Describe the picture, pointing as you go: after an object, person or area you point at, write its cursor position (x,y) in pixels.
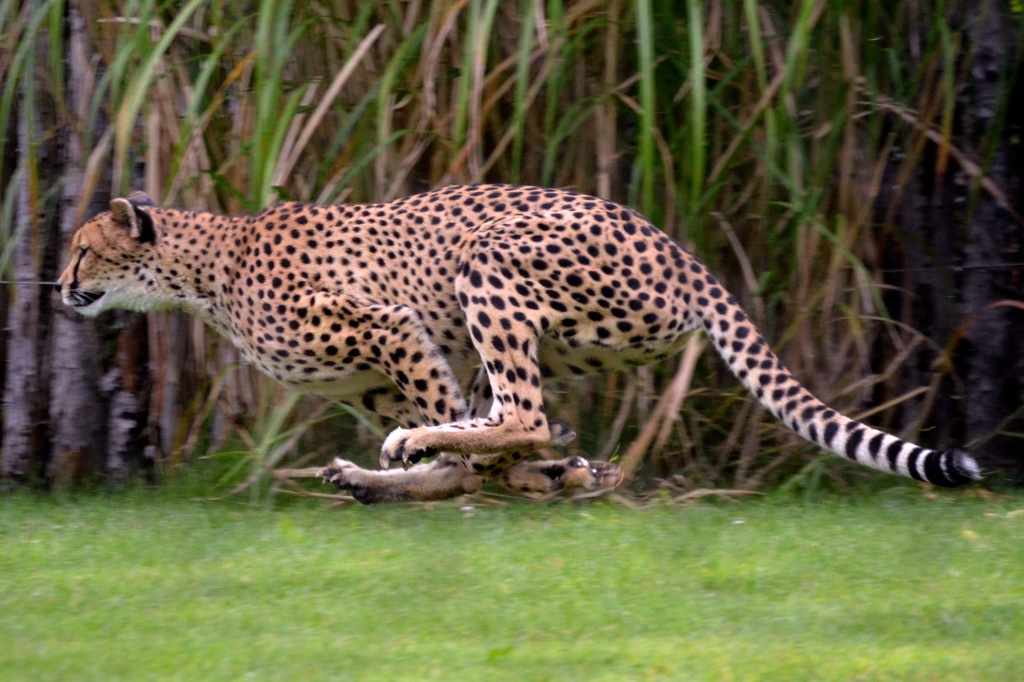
This picture shows a Cheetah (689,273) running and we see grass (570,536) on the ground (684,543) and few plants (606,137) on the side and it is white, yellow and black in color.
